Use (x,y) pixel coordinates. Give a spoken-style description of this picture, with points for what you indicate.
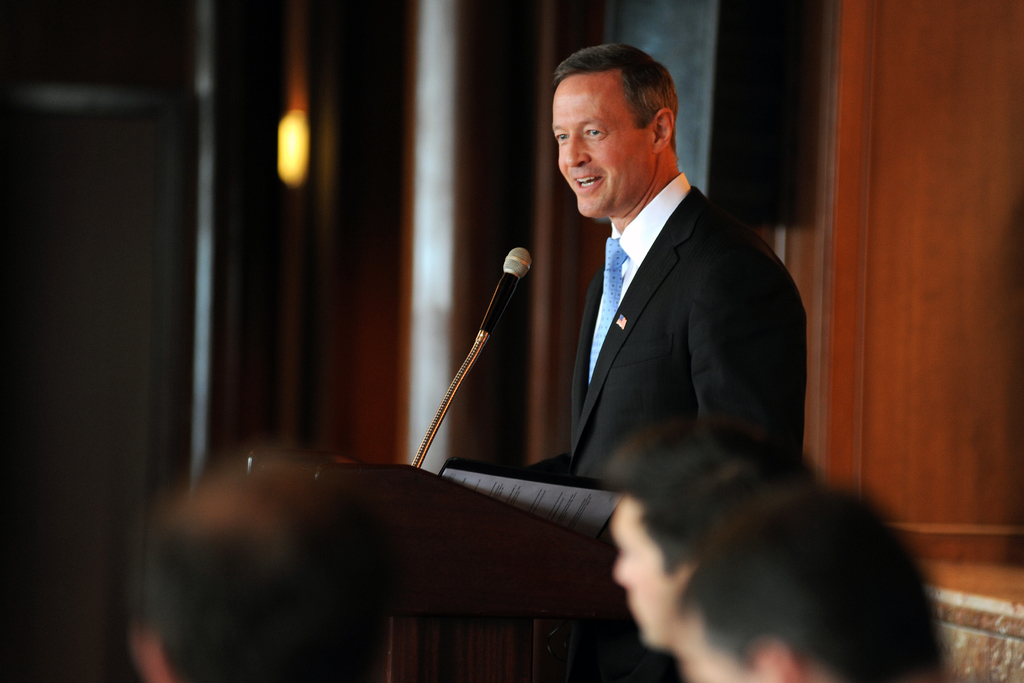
At the bottom of the image (222,480) few people (249,497) are sitting. In front of them we can see a podium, on the podium (413,466) we can see a paper (588,504) and microphone (432,439). Behind the podium (569,502) a man (594,347) is standing and smiling. Behind him we can see a wall (376,145), on the wall (411,134) we can see a light (293,136).
